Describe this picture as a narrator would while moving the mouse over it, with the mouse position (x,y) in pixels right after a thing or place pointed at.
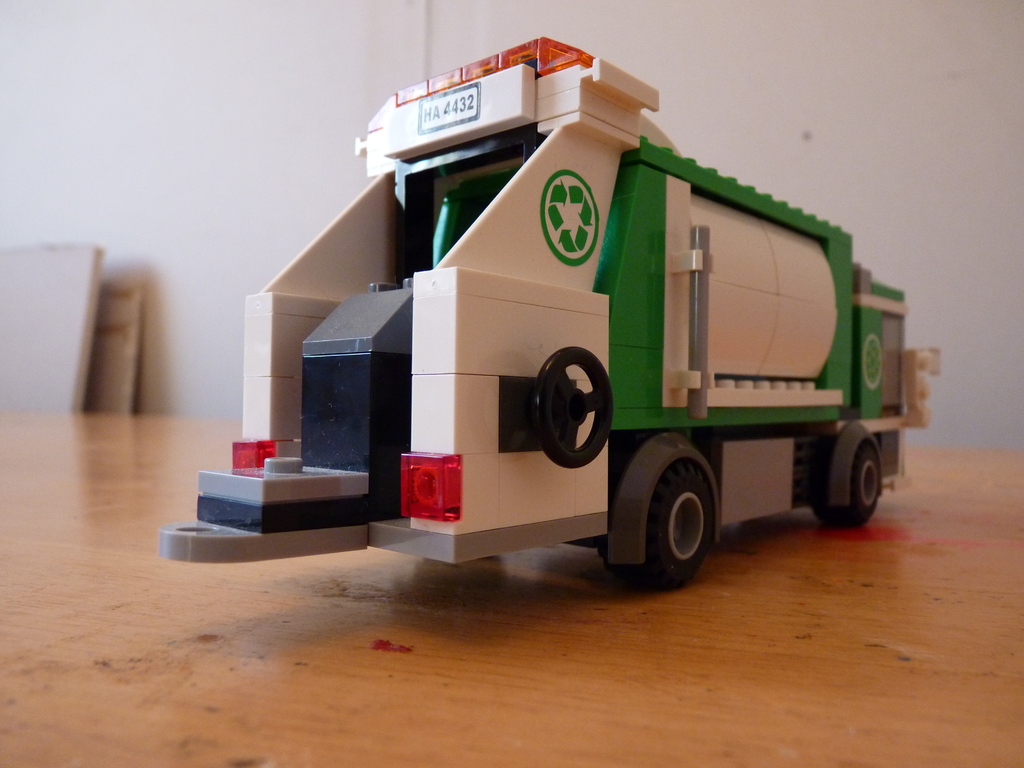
In this picture we can see the plastic truck (603,258) on the table (619,687). On the left (34,355) we can see the boards (124,324) near to the wall (217,266).
